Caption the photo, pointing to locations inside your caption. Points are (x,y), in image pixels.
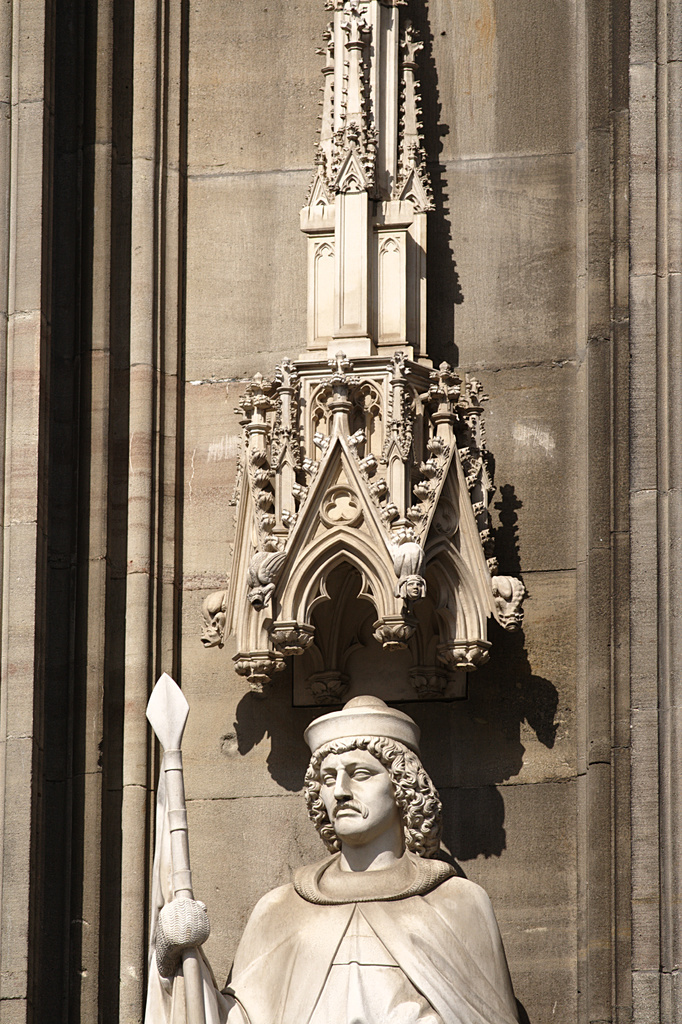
In this picture we can see an idol (198,908) is placed in front of the wall (252,806).
